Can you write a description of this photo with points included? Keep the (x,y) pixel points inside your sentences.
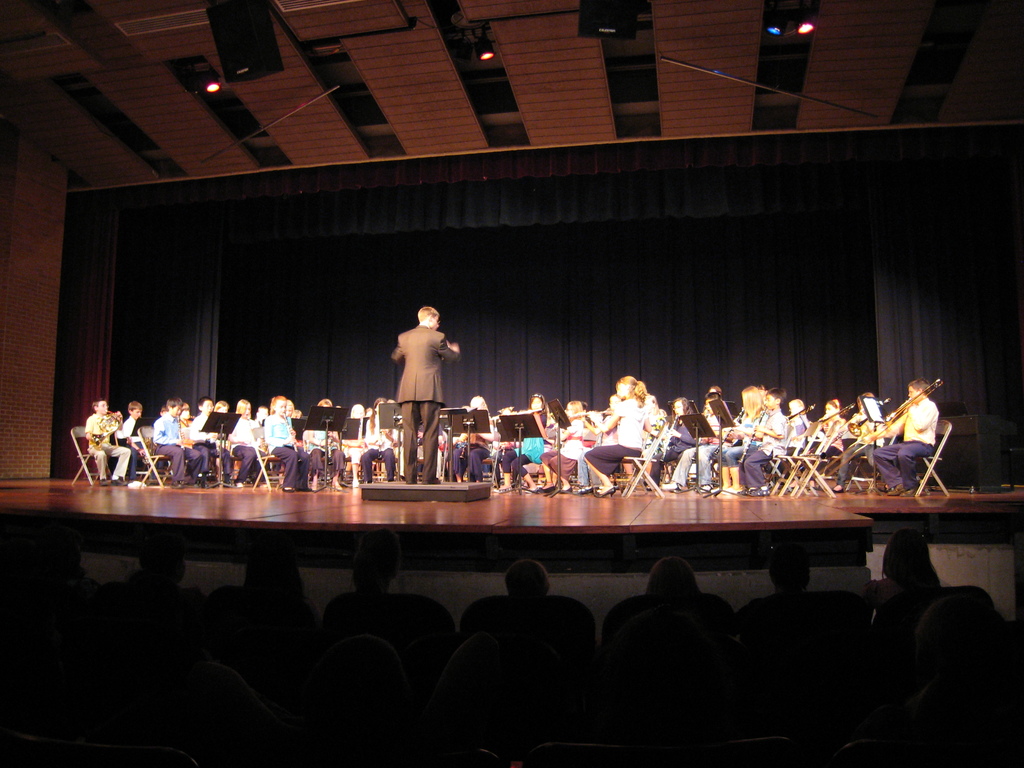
In this image in the middle (425,370), there is a man (407,385), he wears a suit (426,357), trouser (435,472), he is standing. On the right (912,428) there is a man (926,425), he wears a shirt (912,433), trouser (904,464), shoes (897,492), he is sitting, he is playing the trombone (900,416). On the left (104,404) there is a boy (102,445), he wears a shirt (87,431), trouser (120,452), shoes (122,482), he is sitting, he is playing the French horn (104,424). In the middle (625,432) there are many people (189,429), they are playing instruments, they are on the stage (487,500). At the bottom (363,652) there are some people (478,659).
